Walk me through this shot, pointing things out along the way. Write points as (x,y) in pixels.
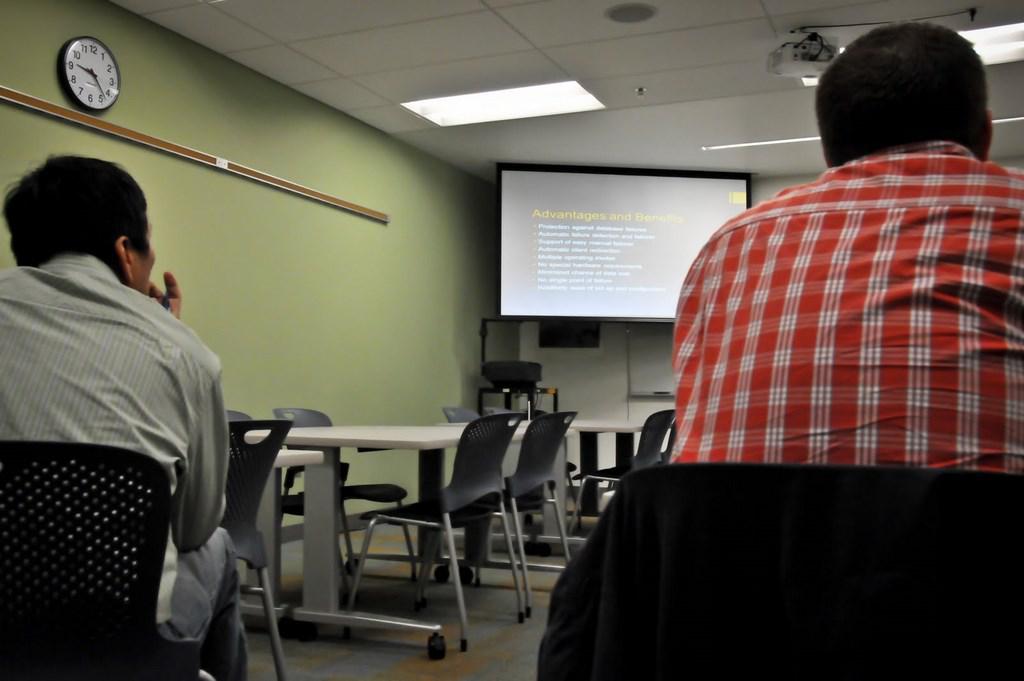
The image is inside the classroom (299,366). In the image on right side (832,339) and left side (153,425) there are two men's (165,428) sitting on chair (718,582) and we can also see a clock (72,81) on left side (76,95), in background (607,253) there is a screen (607,226) on top (763,52) there is a projector (780,60) and roof (623,82) with few lights (567,89).
